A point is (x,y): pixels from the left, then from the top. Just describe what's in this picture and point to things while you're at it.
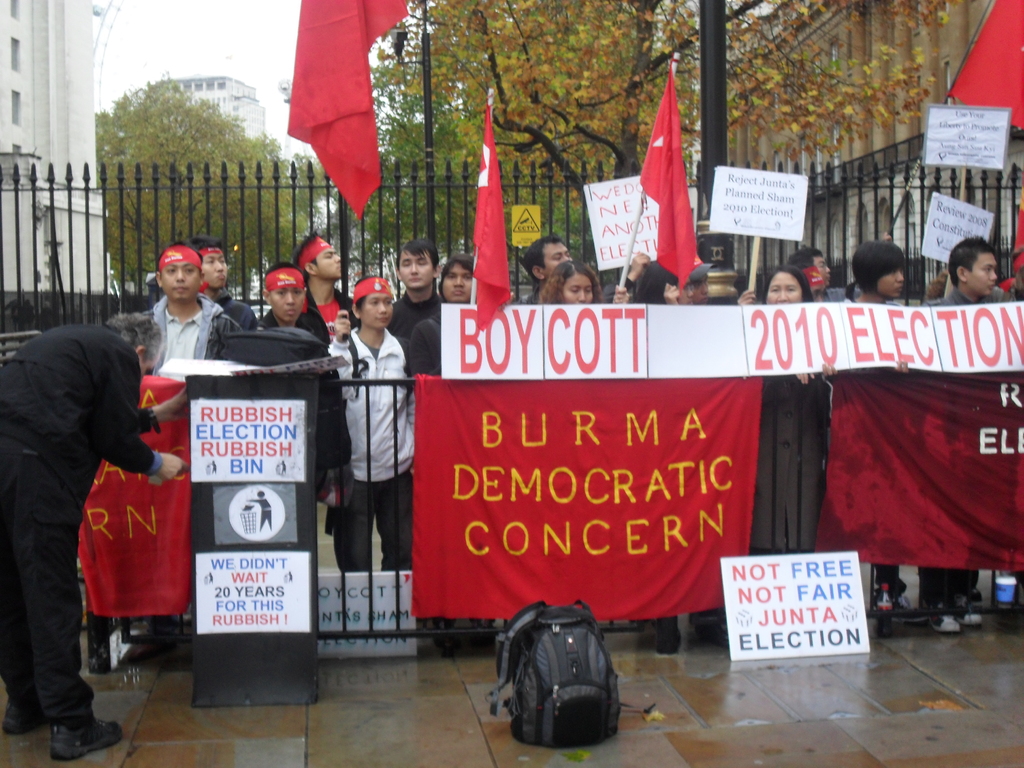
In the foreground of the image (173,291), there are group of people (966,243) standing and holding posters (773,309) in their hands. In the left top of the image (77,156), there is a building (79,141) which is white in color. In the left top (153,43), a sky (207,26) white in color. In the middle of the image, there are trees (611,130). In the right side of the image (835,211), there is a building (888,137). In the middle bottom of the image (579,618), there is a bag (545,653) which is black in color.
